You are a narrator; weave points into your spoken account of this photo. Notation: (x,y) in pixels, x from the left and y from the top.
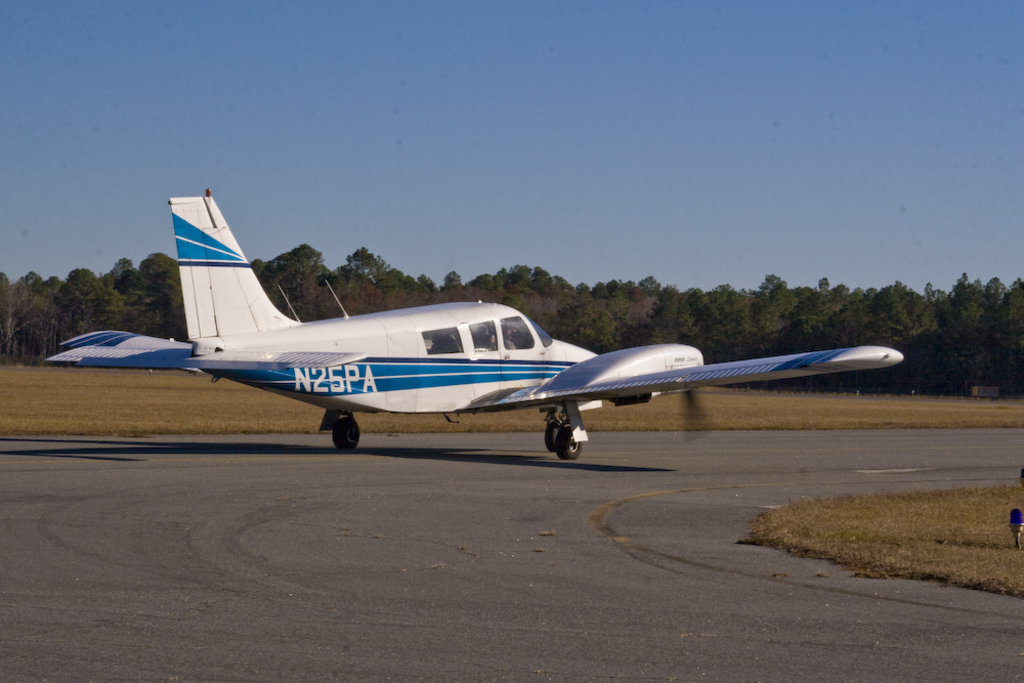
In this image in the center (502,387) there is an airplane (368,368) with some text (367,375) written on it. In the background (809,310) there are trees (655,310) and there is dry grass (928,557) on the ground (860,534).
